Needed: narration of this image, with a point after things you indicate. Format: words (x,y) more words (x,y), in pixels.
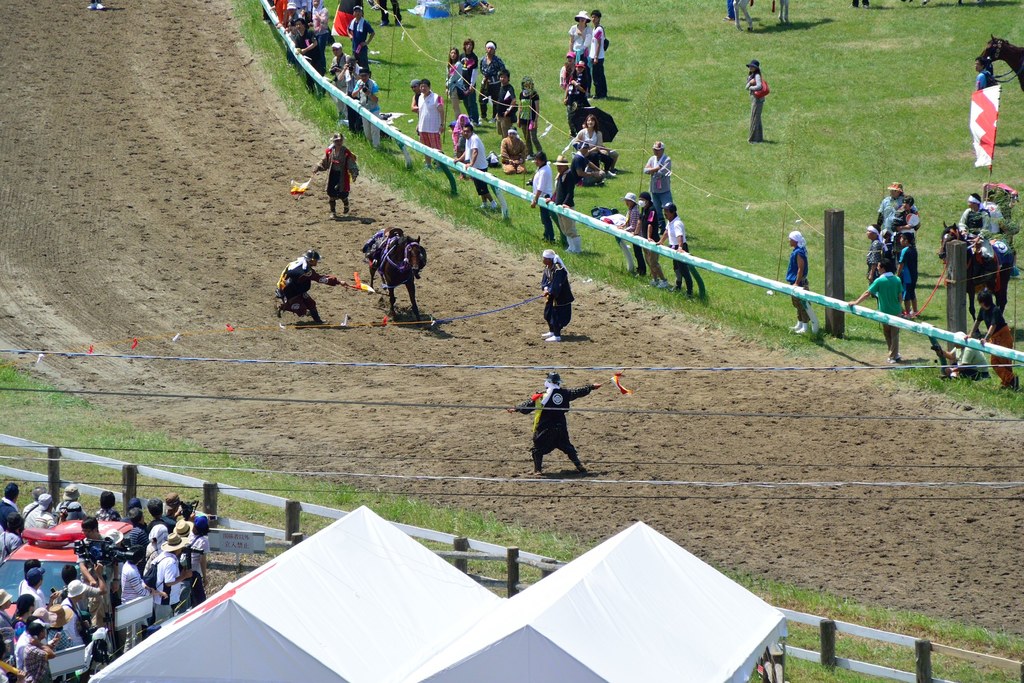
In this image we can see race ground (550,363). To the both sides of the ground (113,427) fencing (475,174) is there and people (493,53) are standing and watching. In the ground (360,254) one animal (407,266) is there. Around the animal (404,256) four person (299,268) are standing. Bottom of the image (374,648) white color shelter (423,647) is present.
